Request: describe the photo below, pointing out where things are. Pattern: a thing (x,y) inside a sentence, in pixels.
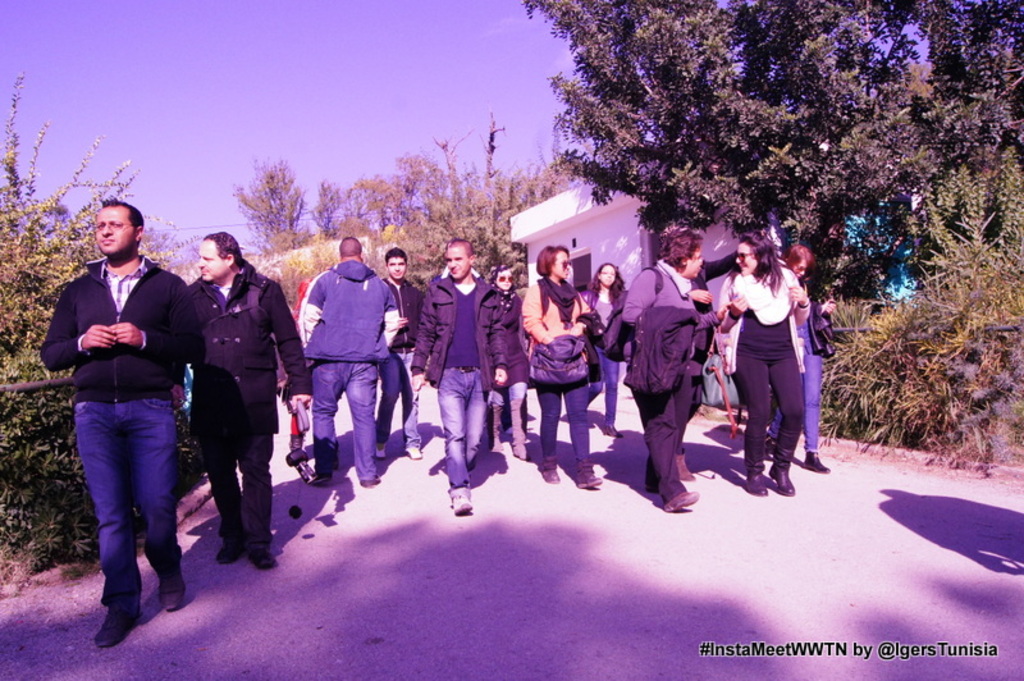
In this picture we can observe some people (318,397) walking on the road (484,532). There are men (358,318) and women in this picture. We can observe a black color watermark (883,648) on the right side (804,656). In the background (389,231) there are trees (672,128) and a sky (273,108).
